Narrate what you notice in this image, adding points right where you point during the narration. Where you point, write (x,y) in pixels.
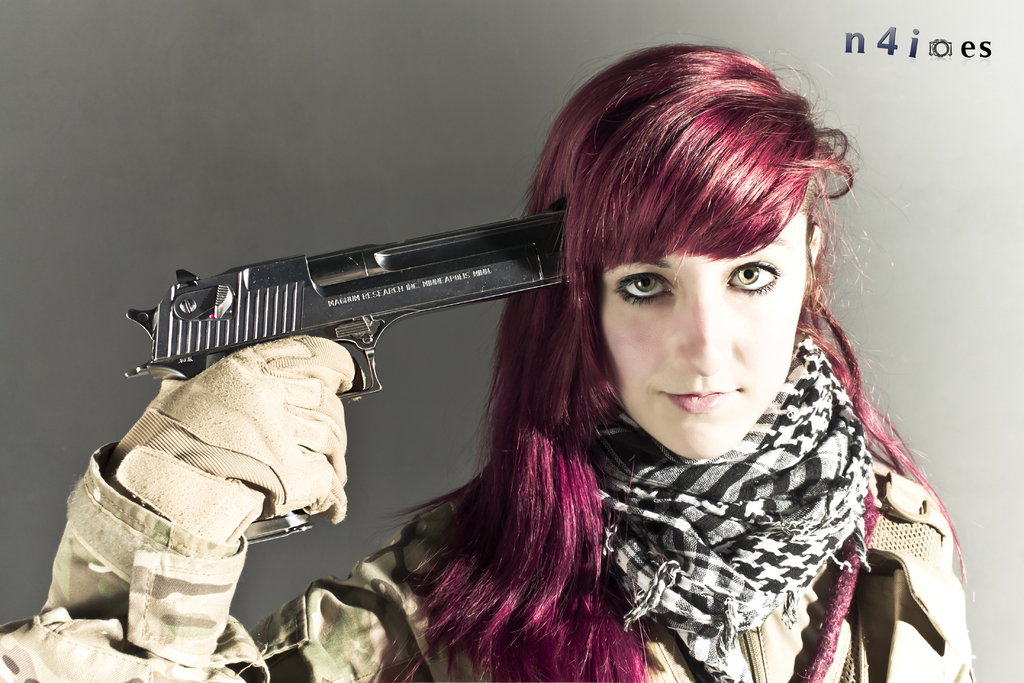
Here in this picture we can see a woman (795,514) wearing a military dress (770,645) and covering a scarf (656,500) around her neck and we can see she is wearing gloves (224,423) and holding a gun (270,528) towards her head (579,281).
